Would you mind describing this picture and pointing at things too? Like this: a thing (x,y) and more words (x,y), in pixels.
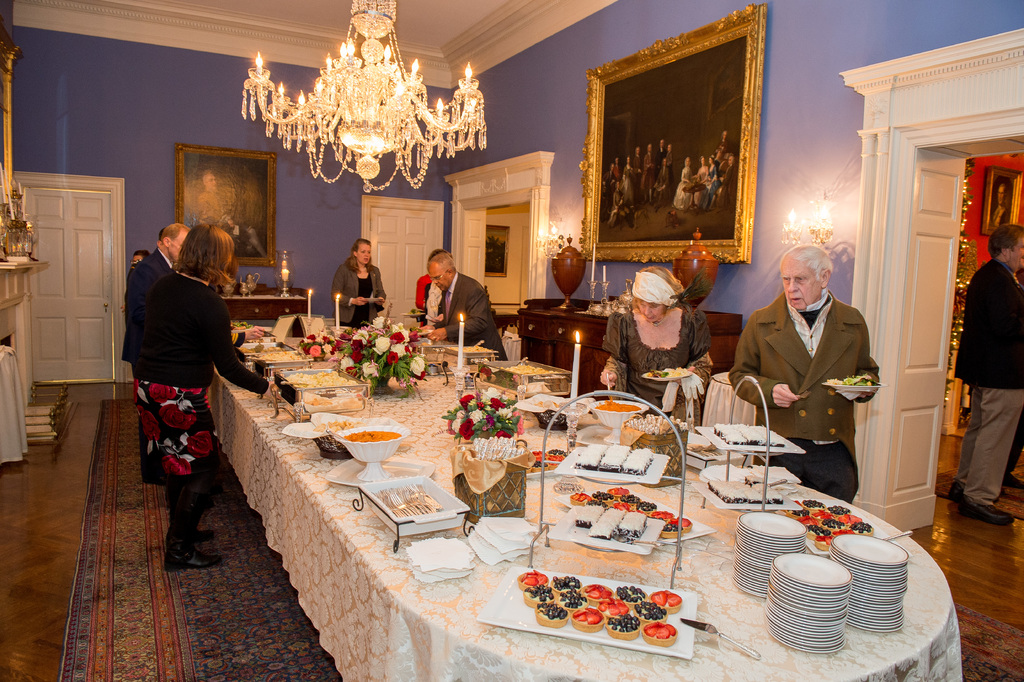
This image is clicked inside a room (204,94). There is a table (370,591) in the center of the room (511,628). On the table (446,437) there are flower vases (457,429), candles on the candle holders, plates (768,560), bowls (385,430), tissues (448,541) and food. There are people (155,294) around the table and they are serving food (684,373). In the background (145,121) there is a wall (564,122). There are picture frames (263,170) on the wall (303,162). There is a chandelier (368,56) hanging to the ceiling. There is a carpet (133,584) on the floor (98,618). To the right (997,328) there is a man (981,335) standing in the next room (996,394).
